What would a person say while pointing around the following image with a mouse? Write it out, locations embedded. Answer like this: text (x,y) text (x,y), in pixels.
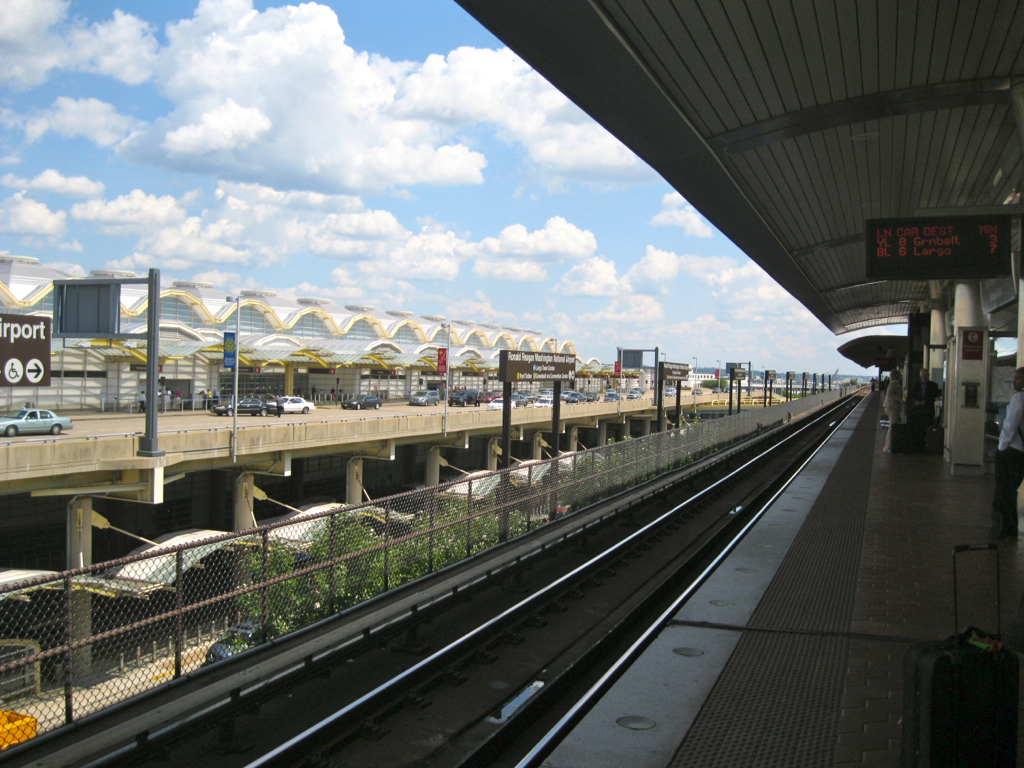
This picture shows a railway track (640,528) and we see a platform (638,723) and a display Board (900,260) and we see few people (1004,493) standing and we see a airport building (332,356) on the side and few cars (12,425) and name boards (17,366) with text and a blue cloudy Sky (473,110) and we see trees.
